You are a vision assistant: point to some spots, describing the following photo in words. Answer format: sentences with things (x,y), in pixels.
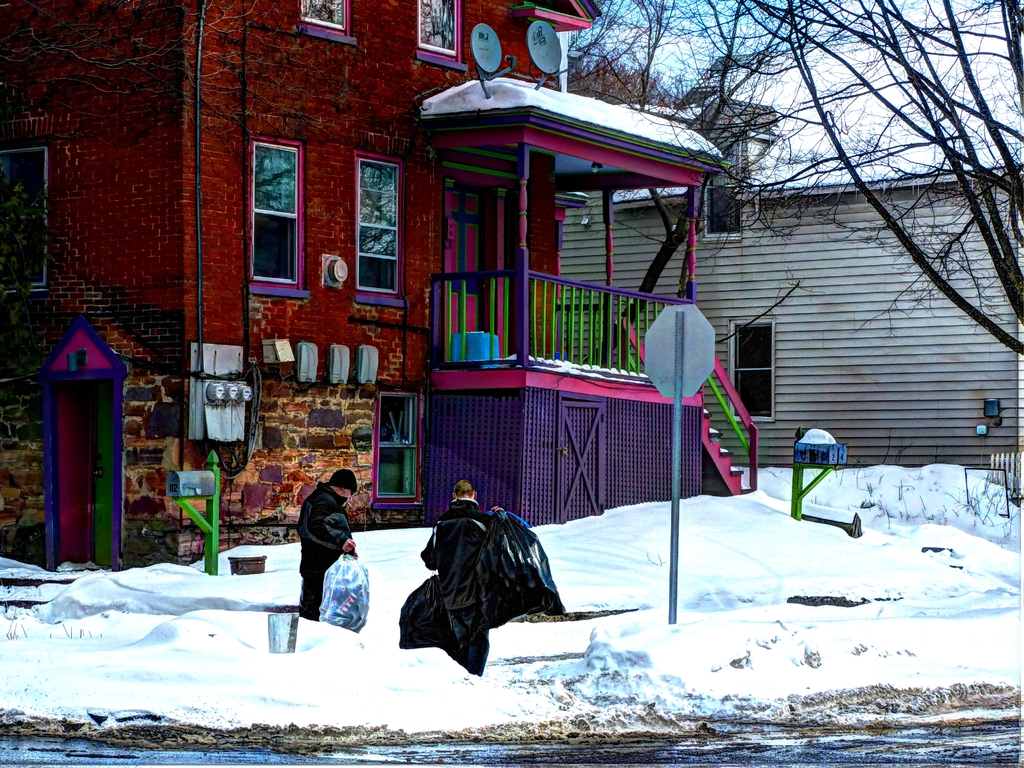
There are two persons (318,555) standing and holding bags (356,584) and we can see snow (586,552) and board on pole (677,408). Background (229,83) we can see wall (209,152) and windows (268,153) and we can see trees (890,217).
